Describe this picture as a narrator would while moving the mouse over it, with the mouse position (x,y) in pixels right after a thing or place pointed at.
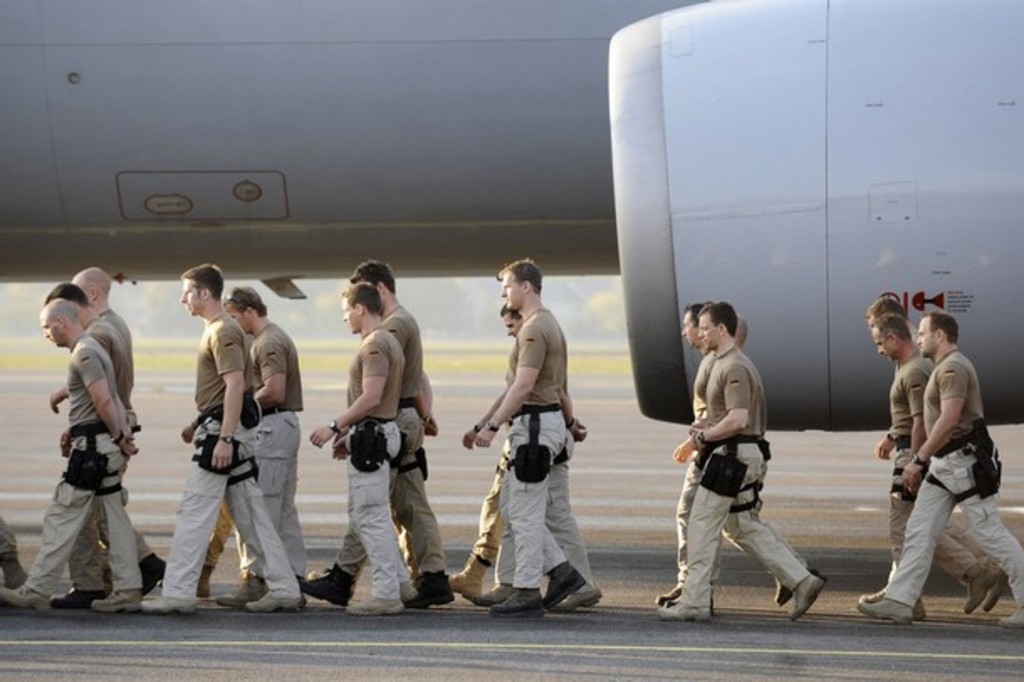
In this image I can see few people (522,326) walking. Back I can see a white color aircraft (822,169).
